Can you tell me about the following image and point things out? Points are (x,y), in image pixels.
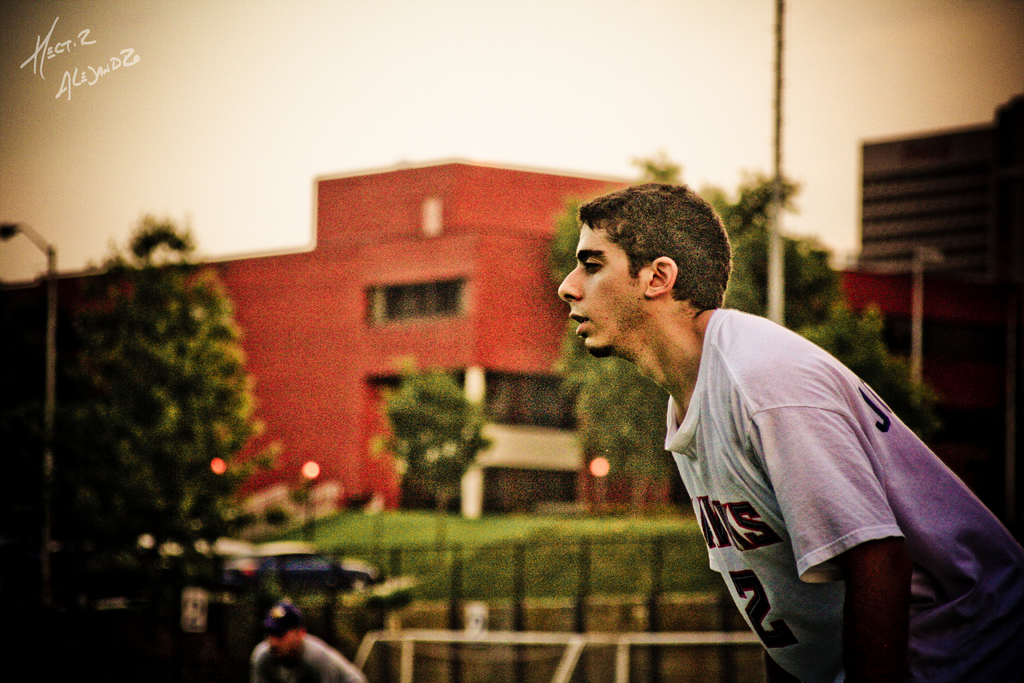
In this image we can see some buildings (995,254), some text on the top left side (134,60) corner of the image, some trees (633,467), one light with pole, some grass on the ground (629,552), some poles (781,253), one man (733,406) standing, one object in front of the man (921,641) looks like a white frame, some objects (318,560) on the ground (383,570), three small round objects (604,469) looks like lights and at the top (39,12) there is the sky (26,19).
